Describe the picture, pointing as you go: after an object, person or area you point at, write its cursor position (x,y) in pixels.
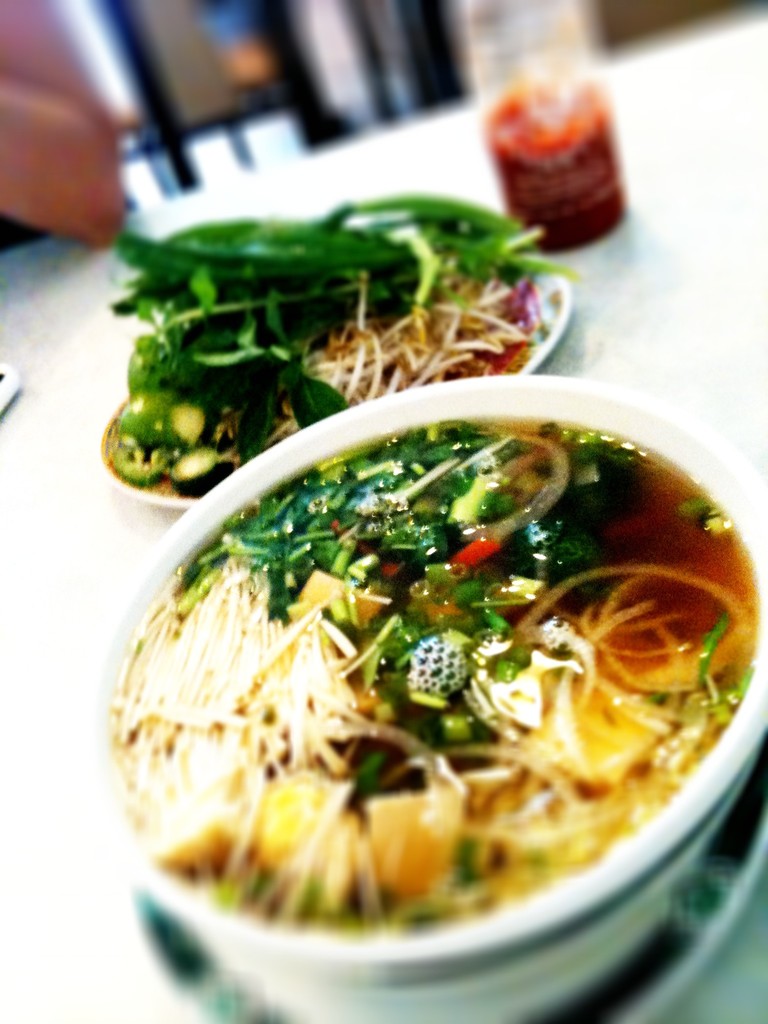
In this image I see a bowl (315,979) which is of white in color and I see food (384,568) in it which is of cream, green and red in color and I see a plate (547,287) over here on which there is food (211,361) and it is of green and cream in color and I see a bottle (562,198) over here in which there is red color semi solid thing (548,146) and these all are on a white surface (45,316) and I see a person's hand (116,211) over here. In the background (422,62) it is blurred.
